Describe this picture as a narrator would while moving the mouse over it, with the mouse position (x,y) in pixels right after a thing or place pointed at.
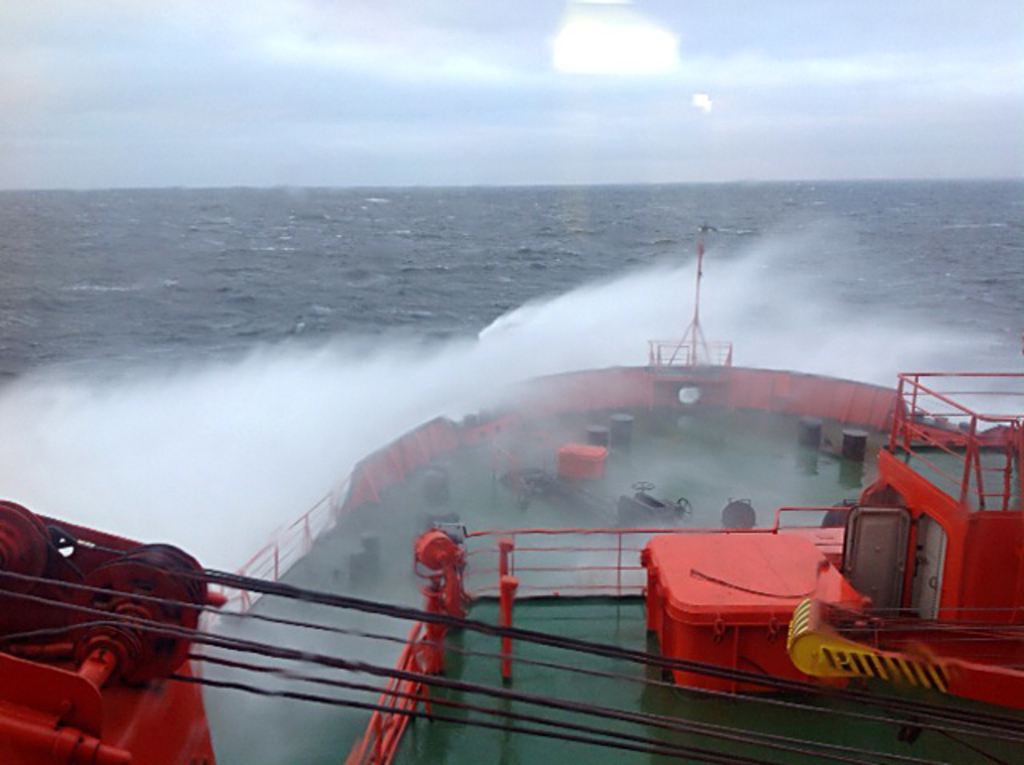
In this image I can see a ship (535,448) in the water (395,314). At the top (541,121) I can see clouds (594,79) in the sky (466,103).
